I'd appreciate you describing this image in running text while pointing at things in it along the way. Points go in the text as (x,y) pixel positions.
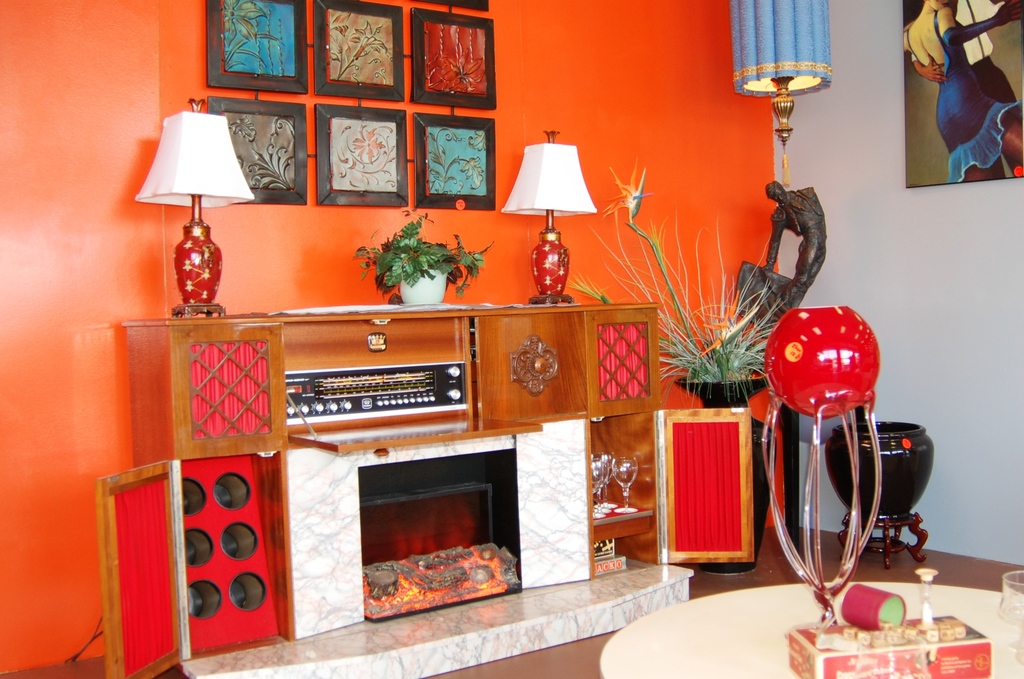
In this image in front (667,668) there is a table (918,599). On top of it there is a glass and a few other objects (835,389). In the center of the image (516,429) there is a fireplace (473,562). On top of it there are lamps (189,261), flower pot (427,258). There are glasses (634,467) in the cupboard (644,480) and there are a few other objects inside the cupboard (645,535). In the background of the image (361,147) there are photo frames (325,136) on the wall (588,114). On the right side of the image (717,353) there is a flower pot (715,372). Beside the flower pot (722,339) there is a lamp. Beside the lamp (868,417) there is a pot (860,480). At the bottom of the image (517,667) there is a floor (531,666).
